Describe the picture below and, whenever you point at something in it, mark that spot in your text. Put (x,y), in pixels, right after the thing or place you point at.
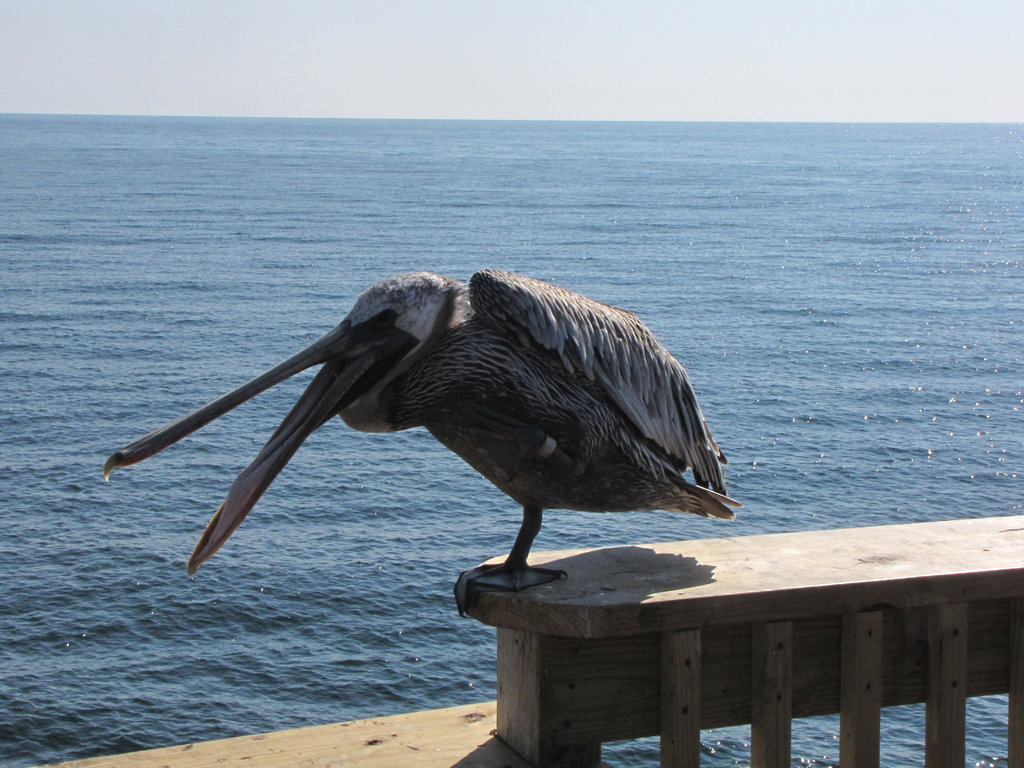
In the center of the image (592,340) a bird (425,403) is standing on the railing (535,651). In the background of the image (421,248) water (408,219) is present. At the top of the image (461,75) sky (477,73) is there.
